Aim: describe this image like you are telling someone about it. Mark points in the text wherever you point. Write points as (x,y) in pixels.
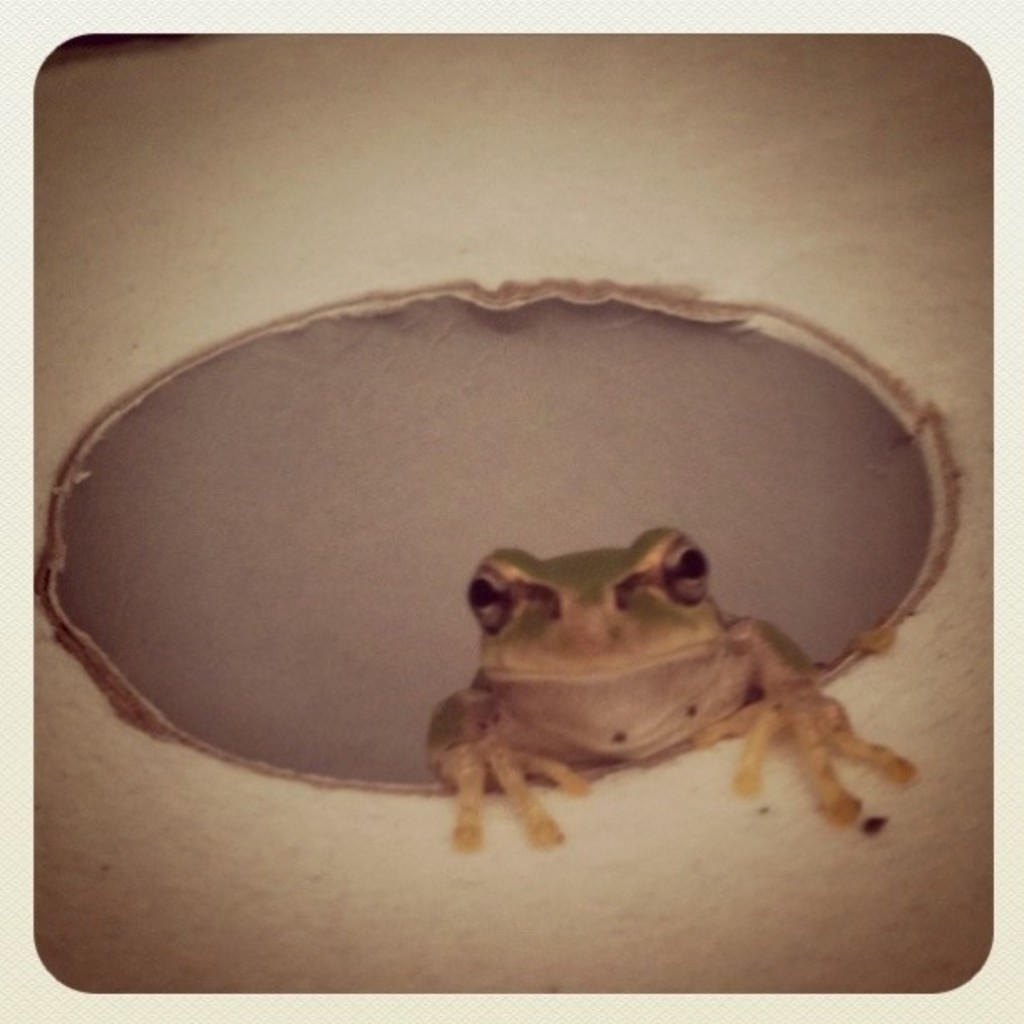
This is an edited picture. In this picture there is a frog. At the bottom (306,936) object (212,918) is not clear.
